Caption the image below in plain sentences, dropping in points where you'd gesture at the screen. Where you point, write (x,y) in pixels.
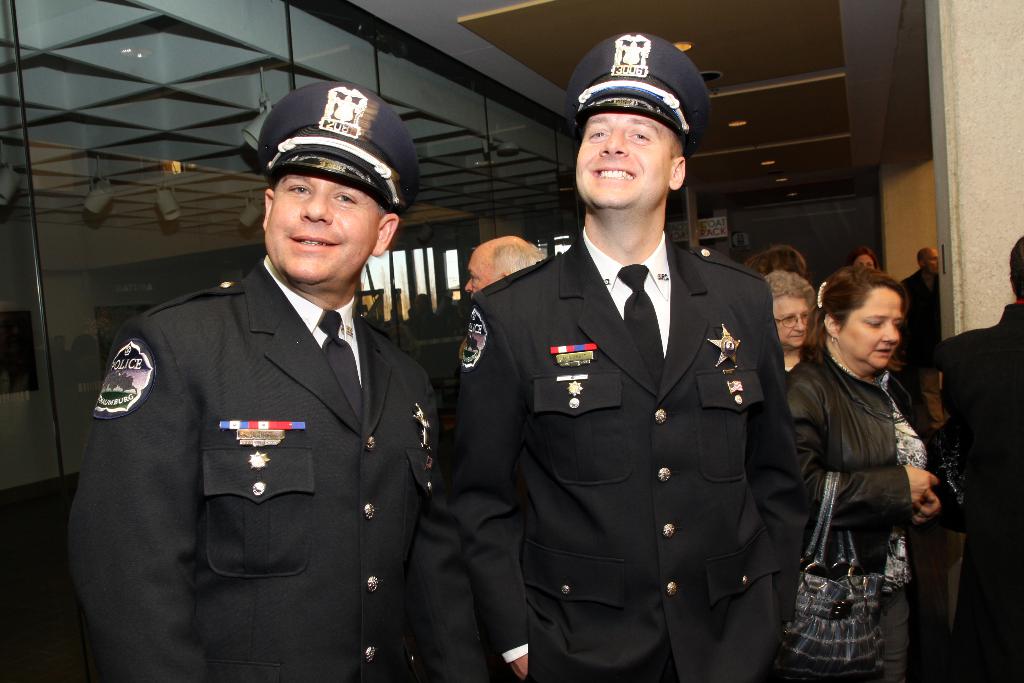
In the foreground of the picture (557,271) there are two officers (261,388) with smiley faces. In the center of the picture (499,250) there are people (529,263). On the left (300,45) there are glass windows (456,125). At the top (762,87) there are lights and ceiling (829,135). On the right (937,195) there are pillars (958,274) and people (940,405).
